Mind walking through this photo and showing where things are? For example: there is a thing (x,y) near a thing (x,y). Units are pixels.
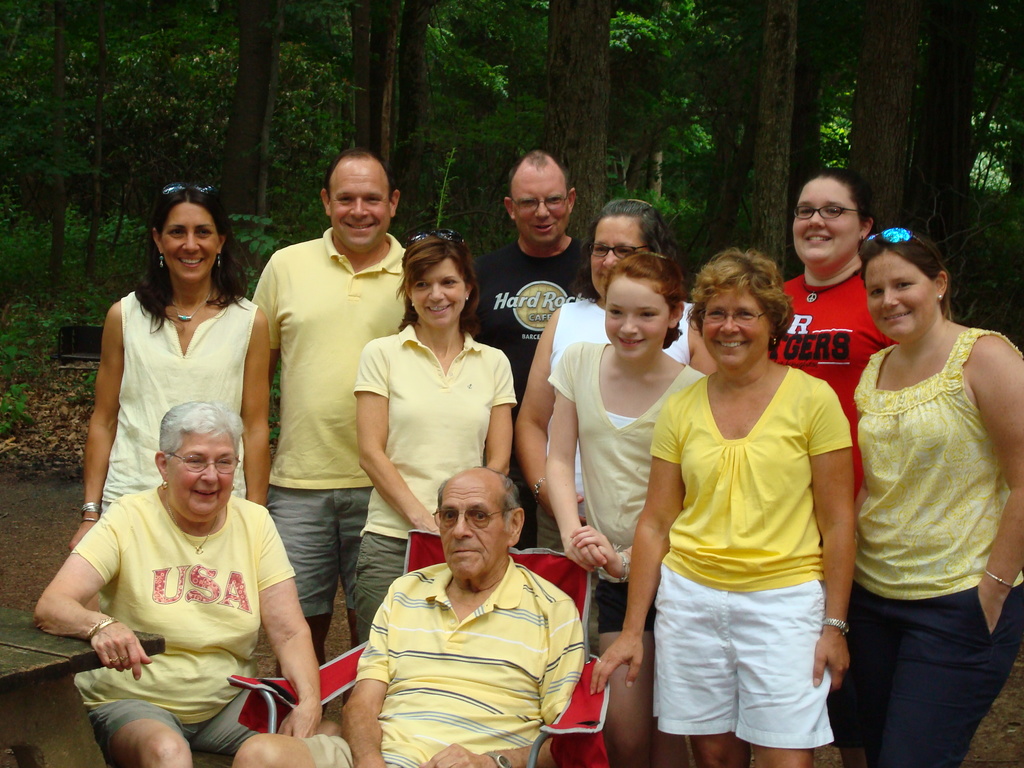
In this image at the bottom (468,695), there is a man (419,643), he wears a t shirt (441,684), trouser (338,747), he is sitting and there is a woman (140,655), she wears a t shirt (168,611), trouser (236,726), she is sitting. On the right (913,472) there is a woman (946,420), she wears a t shirt (936,504), trouser (937,681). On the left (200,377) there is a woman (188,371), she wears a dress (154,409), she is smiling. In the middle (602,350) there are some people (617,341), they are standing and smiling. In the background (105,108) there are trees (154,98) and plants (17,356).
